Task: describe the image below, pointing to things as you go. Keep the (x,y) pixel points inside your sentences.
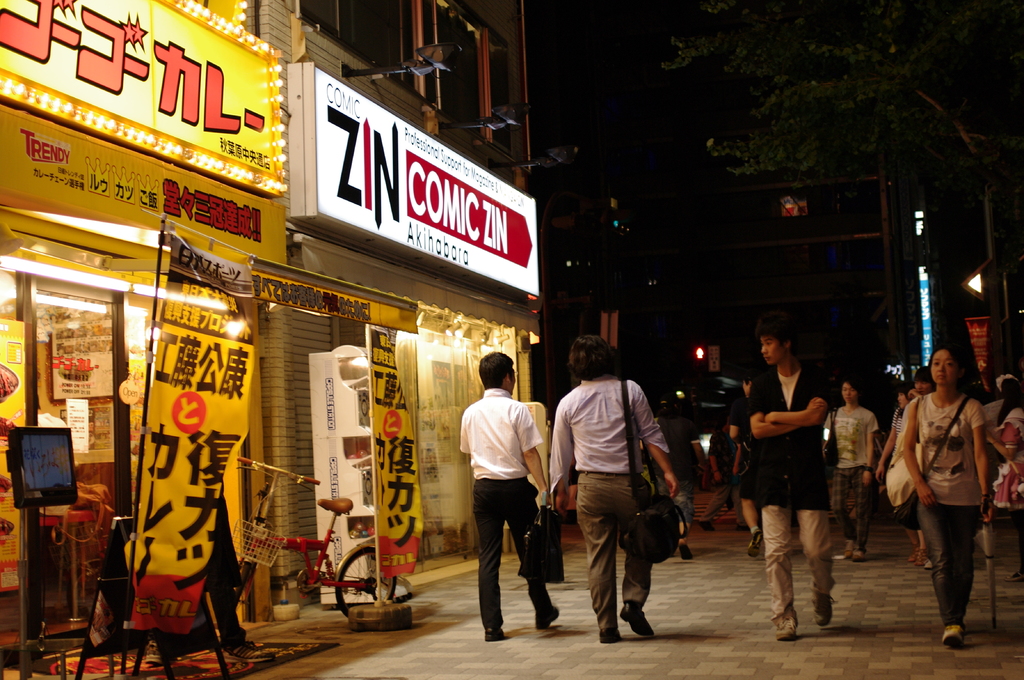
In this picture we can see few people (973,402) are holding objects (551,531) in their hands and walking on the path (326,621). We can see few posts (154,609) and a bicycle (362,586) on the path (290,636). There is a building (355,322) and some lights (508,114) on the building (471,101). We can see a tree (935,133) and a pole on right side (997,260).
